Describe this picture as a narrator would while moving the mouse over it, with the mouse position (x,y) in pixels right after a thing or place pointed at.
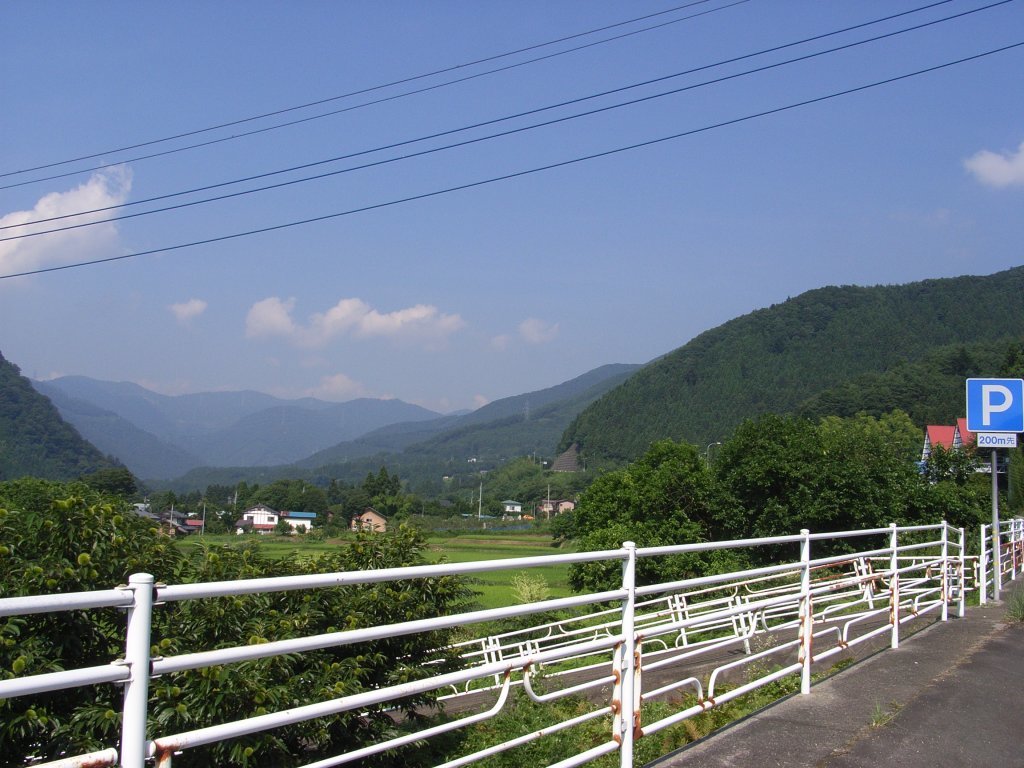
In this picture we can observe a road (796,729) and a white color railing (826,594). There are some trees (266,574) and houses (185,526). In the background (185,420) we can observe hills (316,416) and a sky (259,278) with some clouds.
